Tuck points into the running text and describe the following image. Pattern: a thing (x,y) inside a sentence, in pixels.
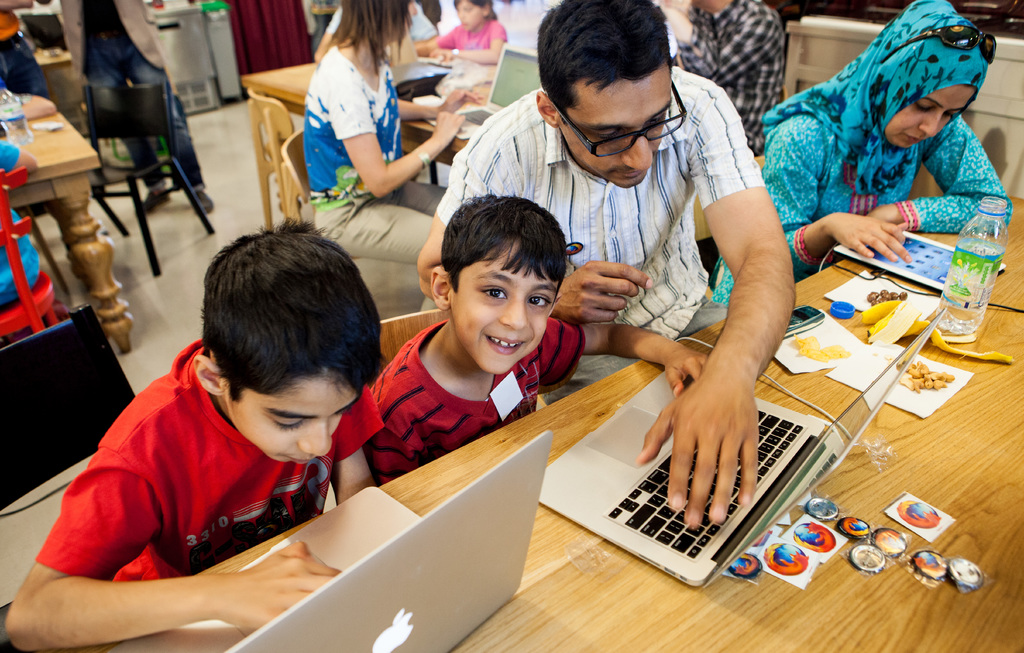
In this image I can see group of people (674,410) sitting. The person (237,399) in front (201,440) wearing red color dress (214,437) and working on the laptop (368,520). I can also see the other laptop (780,480), few papers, a bottle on the table (842,479) and the table (719,587) is in brown color. Background (283,18) I can see few other people (309,138) sitting and curtain (257,31) in maroon color.
